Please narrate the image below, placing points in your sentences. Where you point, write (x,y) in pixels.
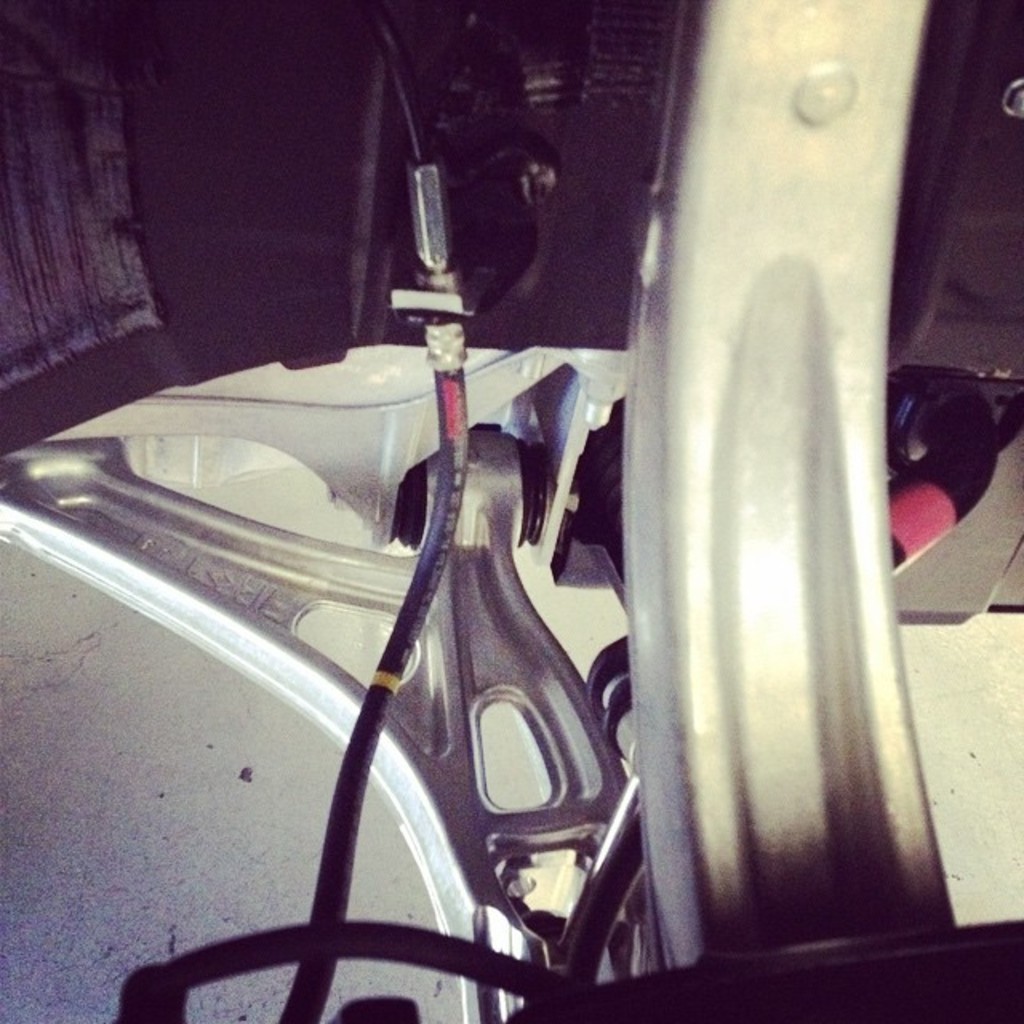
This picture shows a car suspension (472,605) made of metal (237,665) and we see a floor (108,858).
